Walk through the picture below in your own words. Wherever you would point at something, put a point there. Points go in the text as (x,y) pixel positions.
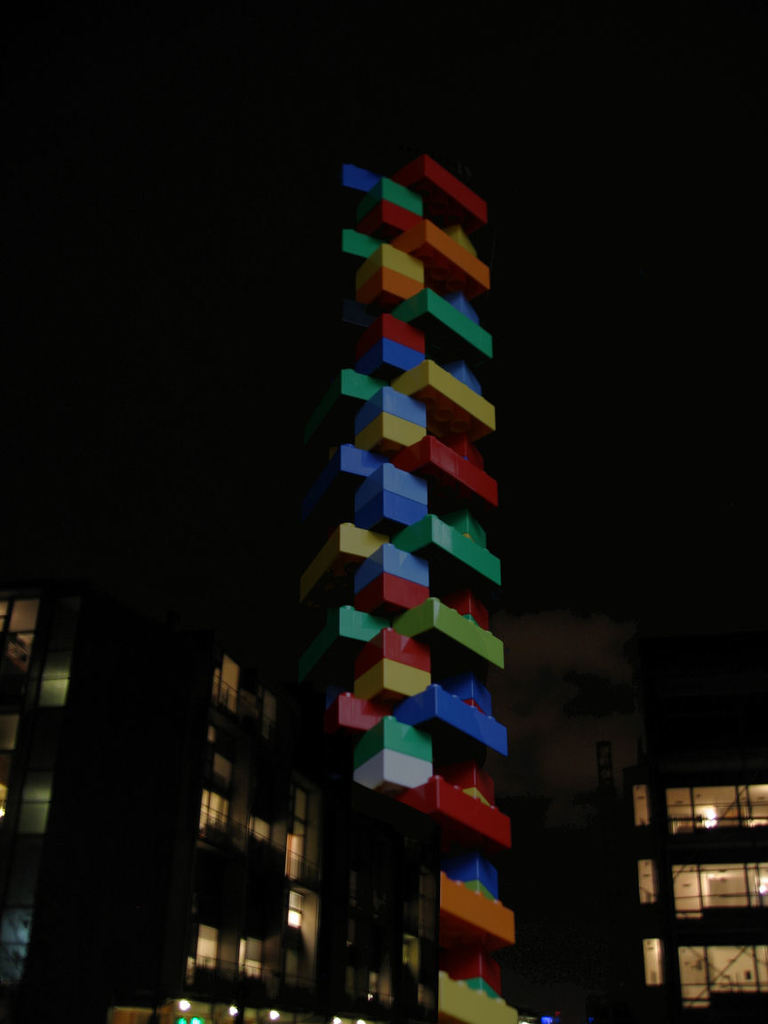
In this picture there are buildings (767,822). The background (671,185) is dark.
